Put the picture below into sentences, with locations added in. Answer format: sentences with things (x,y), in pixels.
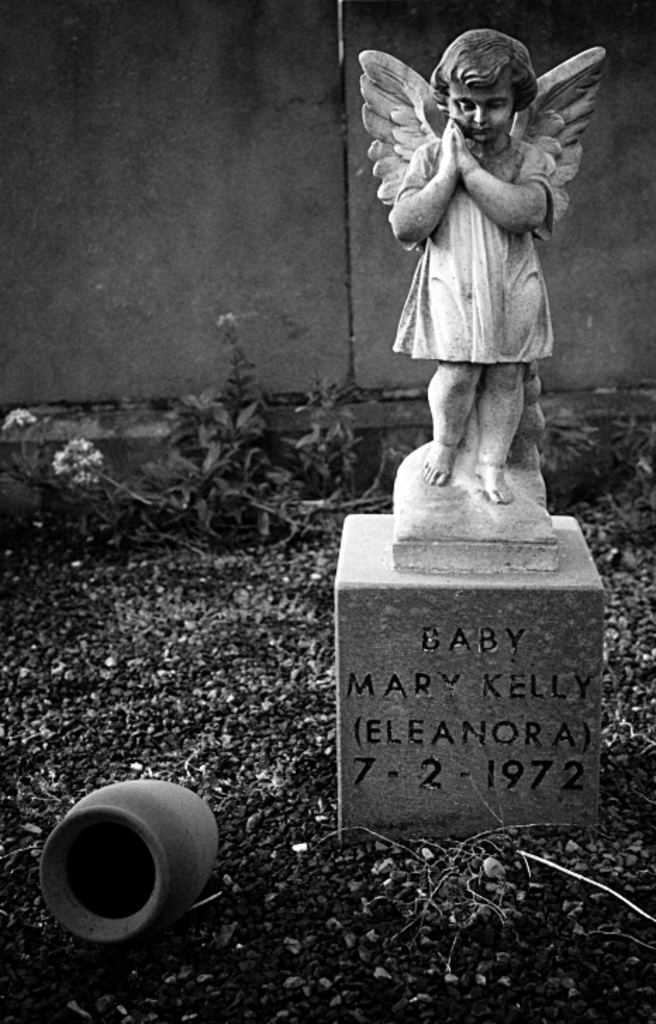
In this picture we can see sculpture (442,471) on the platform (444,574) and we can see pot (146,799) on the ground (396,896). In the background of the image (280,361) we can see plants (214,424) and wall (291,126).
